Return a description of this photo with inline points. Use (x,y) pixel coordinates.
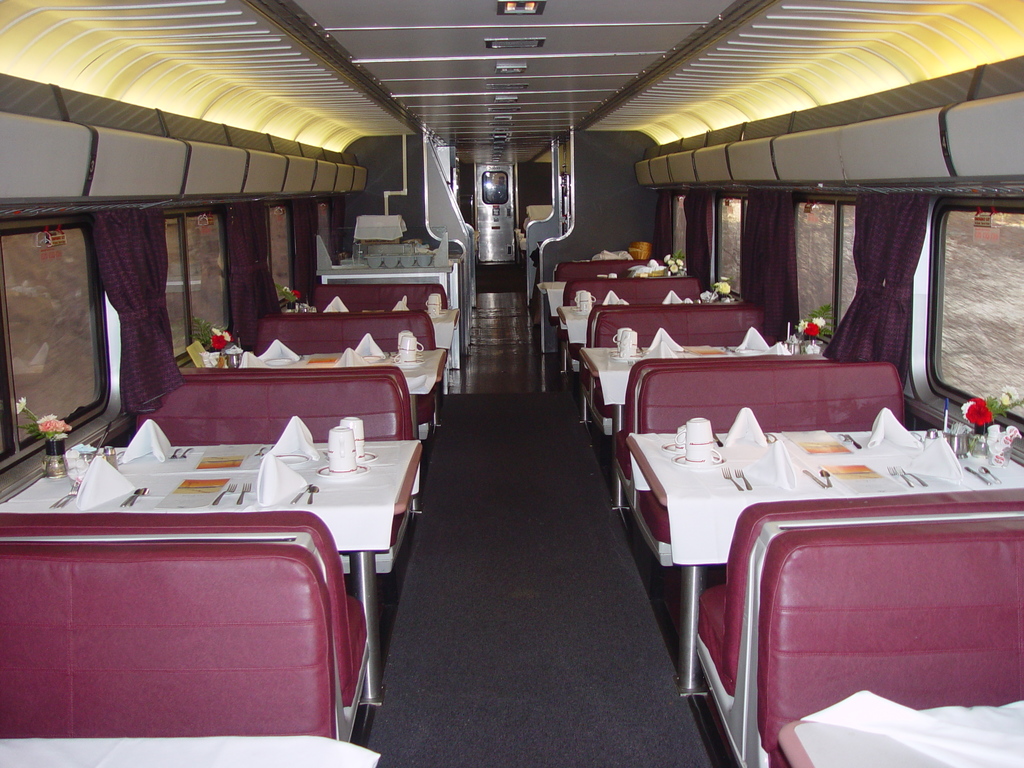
In this image I can see there are dining tables (687,584) and seats (735,534), there are forks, knives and tissue papers (295,439) on them.
